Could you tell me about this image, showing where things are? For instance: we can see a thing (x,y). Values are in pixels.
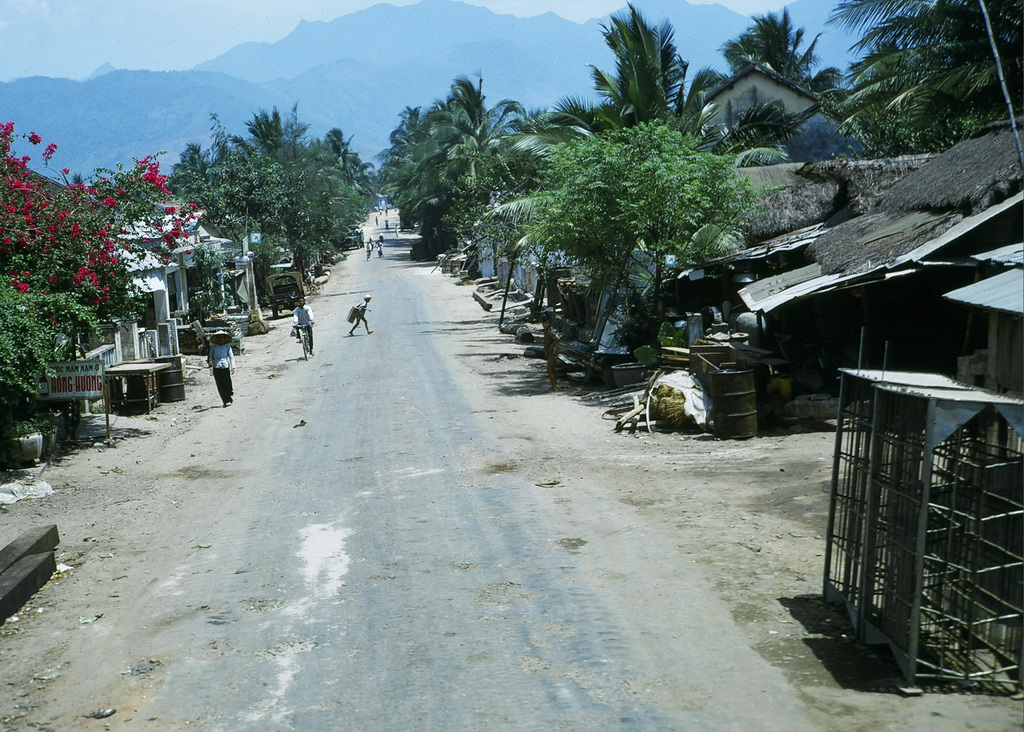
In the picture I can see people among them some are walking on the road (226,434) and some are sitting on bicycles (300,348). In the background (100,12) I can see houses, trees (358,218), the sky (147,45), mountains (220,89) and some other objects (345,233).
